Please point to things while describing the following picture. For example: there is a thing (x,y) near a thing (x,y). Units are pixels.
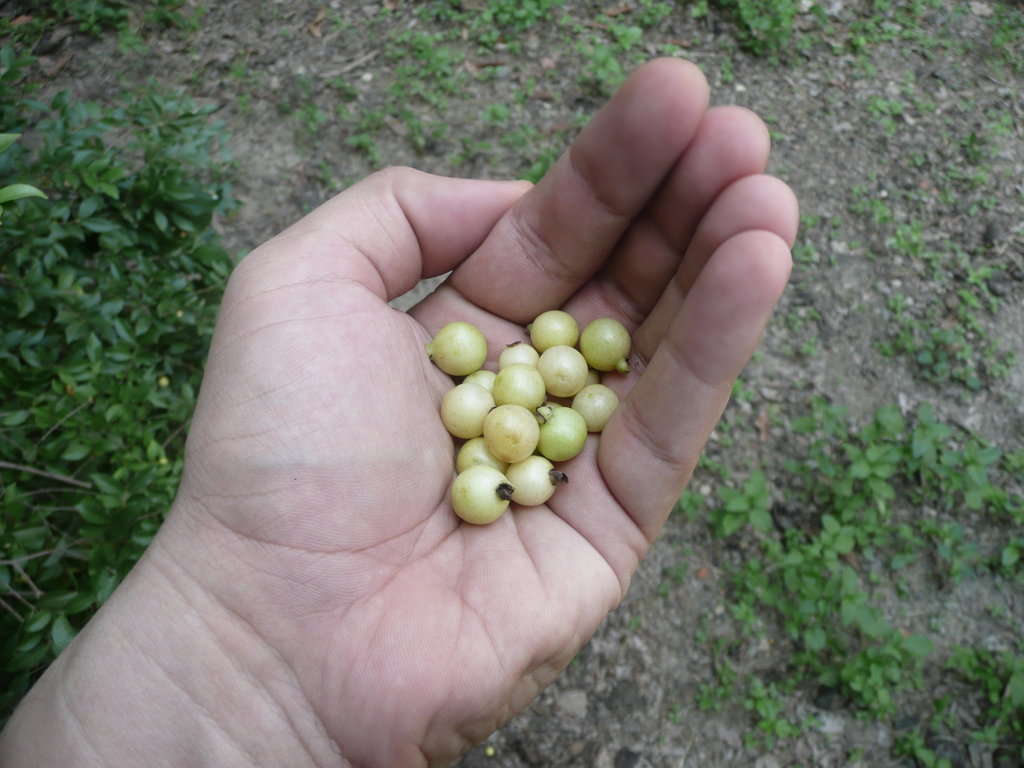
In this picture we can see a person (433,422) holding some food items (457,389) in his hand (404,442). There are some green plants (1004,129) on the ground (356,115).
